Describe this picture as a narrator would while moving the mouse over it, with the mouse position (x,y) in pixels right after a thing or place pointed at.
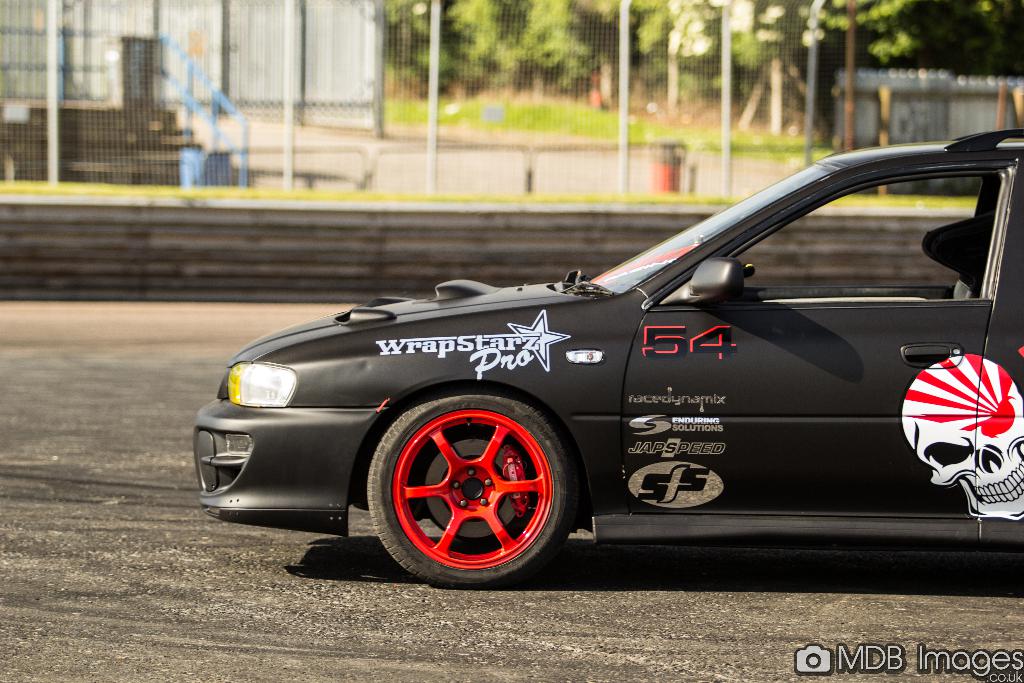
In the center of the image (511,445) we can see a car (421,448) on the road (379,620). In the background (277,256) we can see fencing (396,191), trees (533,79) and grass (522,119).
